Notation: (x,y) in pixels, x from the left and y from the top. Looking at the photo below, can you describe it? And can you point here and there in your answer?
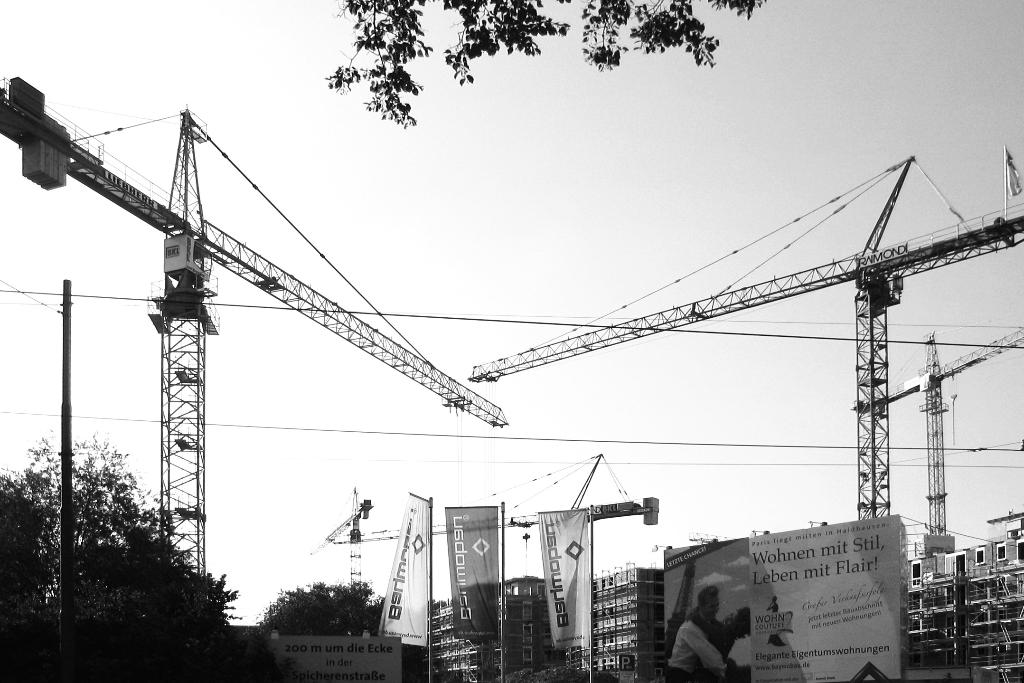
In this image there are buildings (965,633), trees (469,38), banners (673,581) with some text (459,569) and there are a few poles (71,503) and cranes (942,455). In the background (668,440) there is the sky (668,440).
